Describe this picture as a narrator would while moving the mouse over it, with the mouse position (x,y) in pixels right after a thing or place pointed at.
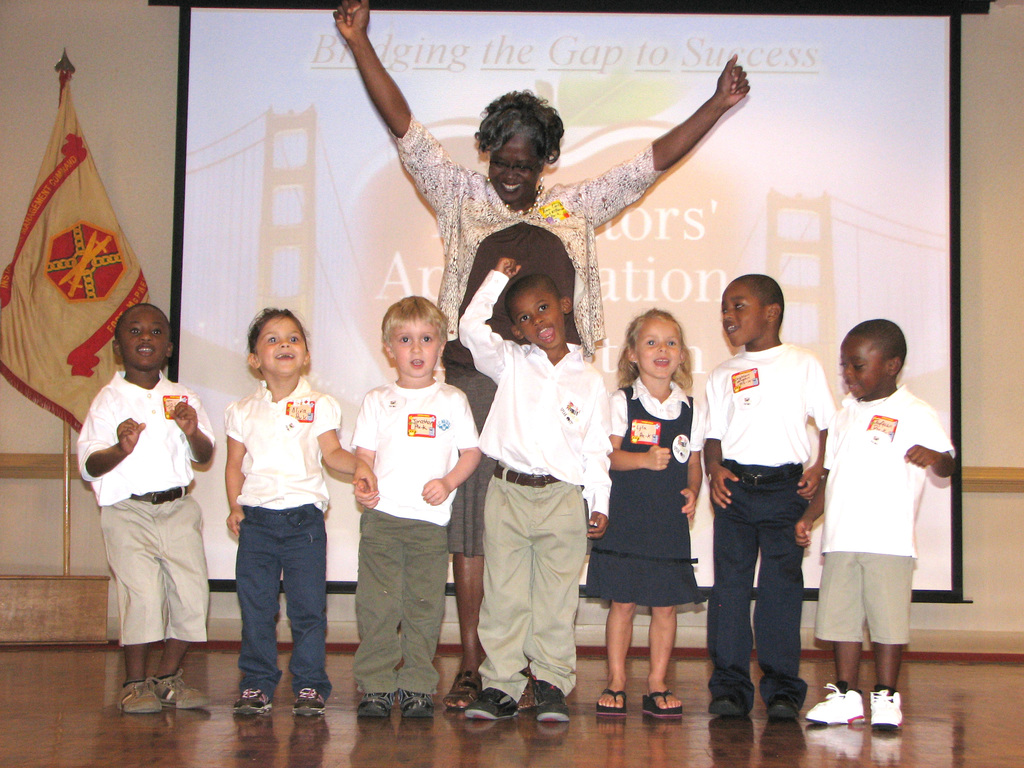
There are a group of children's (403,495) and a woman (527,213) standing and smiling. This is a flag (73,335) hanging to a pole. This looks like a screen (608,62) with a display (757,236). I think this is the floor (261,720). In the background (121,124), I can see the wall (1004,142).
